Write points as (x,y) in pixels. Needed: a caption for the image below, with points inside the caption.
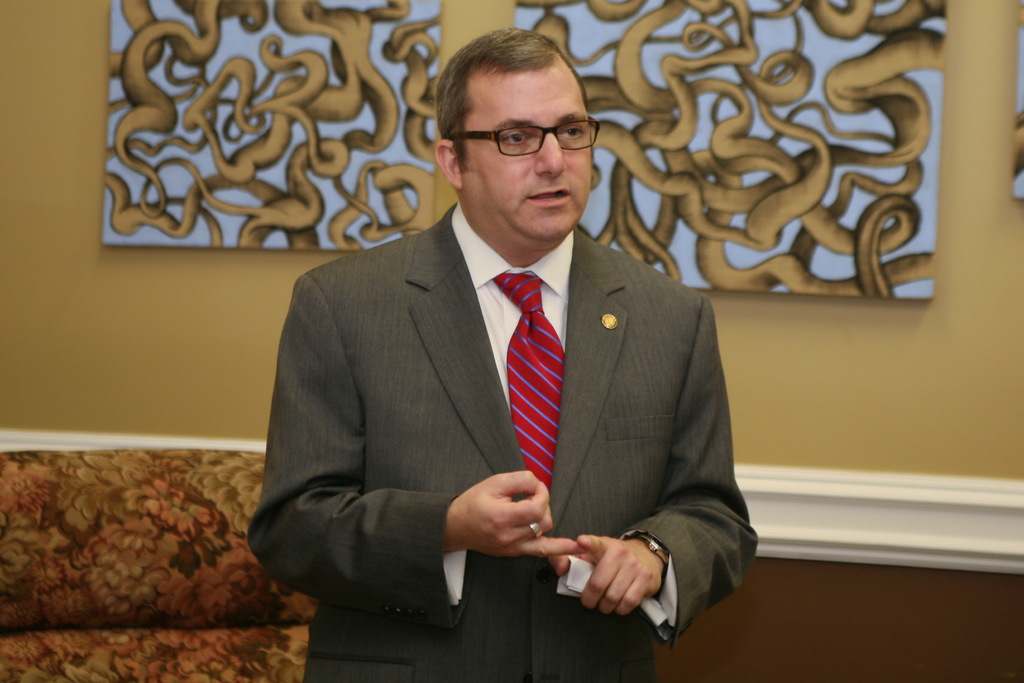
In this picture we can see a man (550,264), he wore spectacles (542,137), behind to him we can find few paintings (356,177) on the wall (237,294).
